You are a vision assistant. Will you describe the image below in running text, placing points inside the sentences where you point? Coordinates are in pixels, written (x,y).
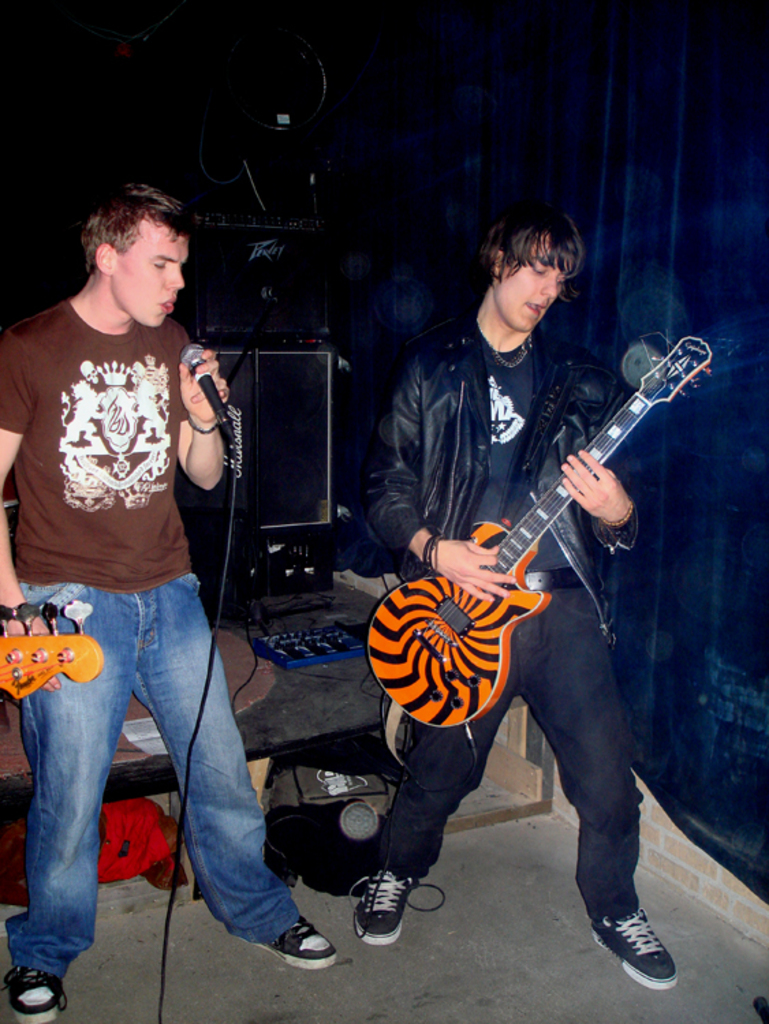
In this image I see a man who is holding a mic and I see another man (594,574) who is holding the guitar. In the background (300,247) I can see an equipment (266,639).
